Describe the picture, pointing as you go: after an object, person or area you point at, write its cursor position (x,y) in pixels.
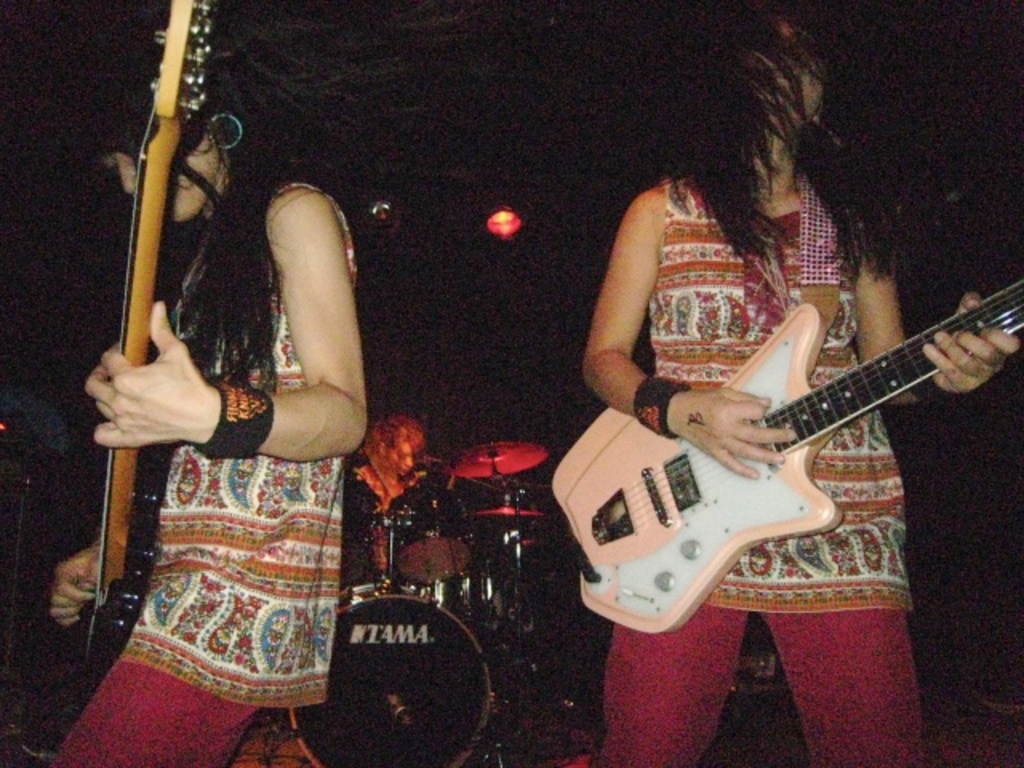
In this picture, there is a woman (191,178) standing on the left side (189,181) playing guitar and there is a woman (724,313) on the right side (706,323), she is also playing a guitar (687,448). In the center (385,479), a person (400,472) sitting on the chair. There is a light (501,224) on the roof (469,206).
